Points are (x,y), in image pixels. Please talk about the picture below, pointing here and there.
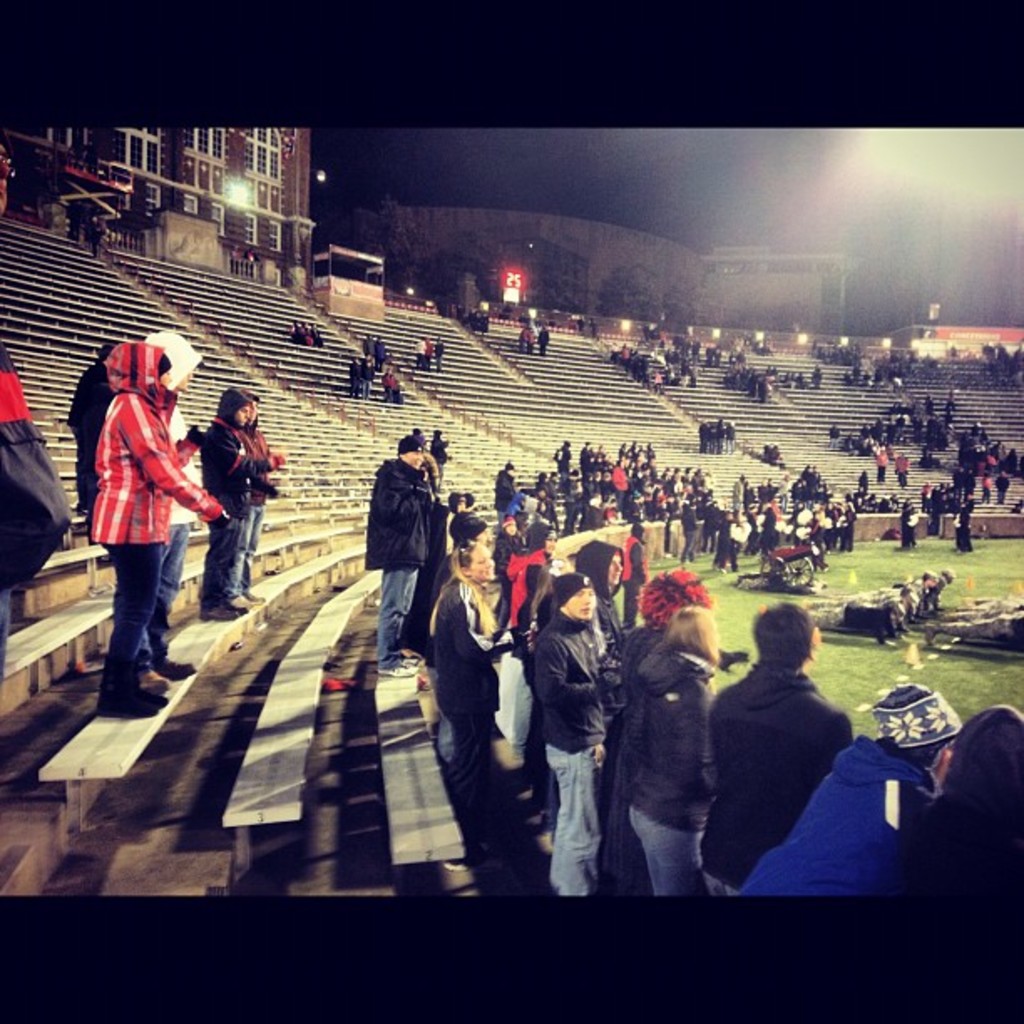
In this image I can see group of people (231,589) some are standing and some are sitting on the stairs (674,435), background (262,254) I can see few buildings (298,260) and few lights (536,313). In front (133,497) the person (148,480) is wearing red and blue color dress (127,551).
